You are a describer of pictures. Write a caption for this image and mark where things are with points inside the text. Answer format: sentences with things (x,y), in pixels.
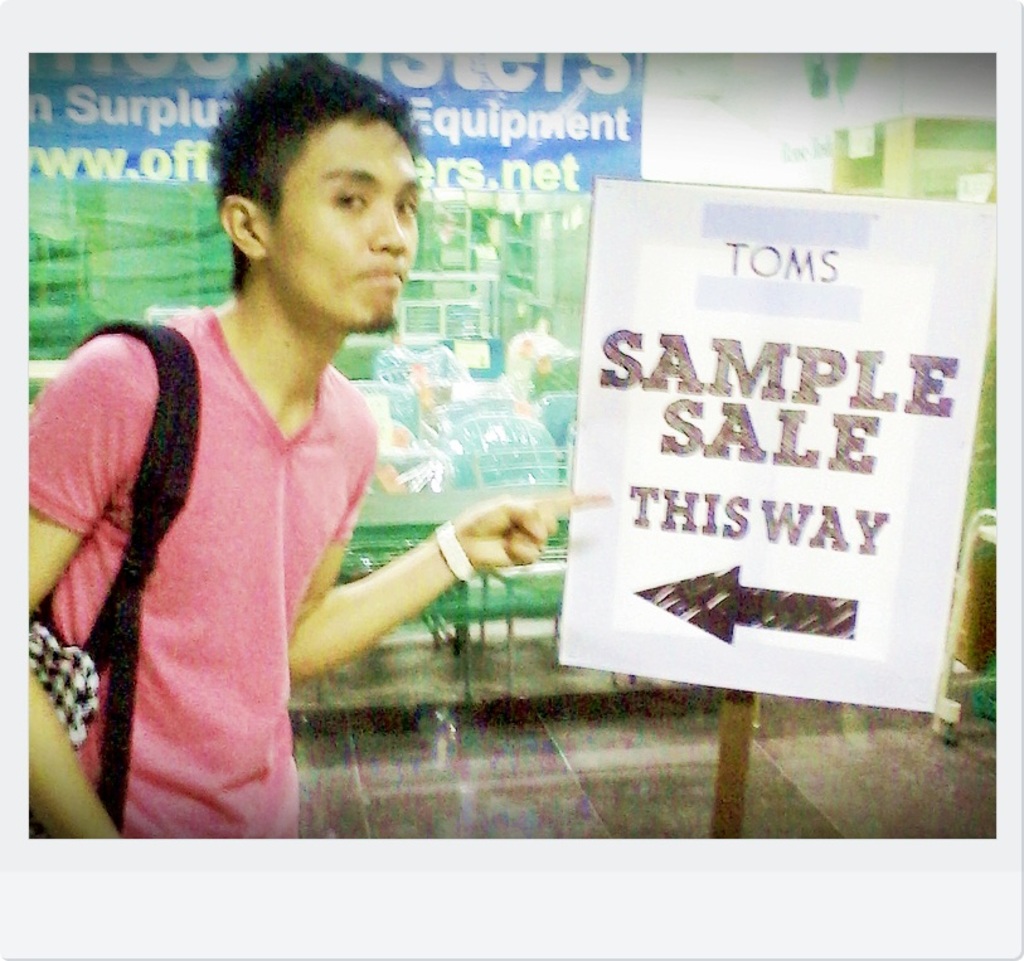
In this image I can see there is a man (103,564) standing and there is a board (807,584) at right side (741,665) attached to the pole (731,706) and there is something written on it. In the background (583,125) there is a banner (521,123) with images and there is something written on it. The image is blurred.
